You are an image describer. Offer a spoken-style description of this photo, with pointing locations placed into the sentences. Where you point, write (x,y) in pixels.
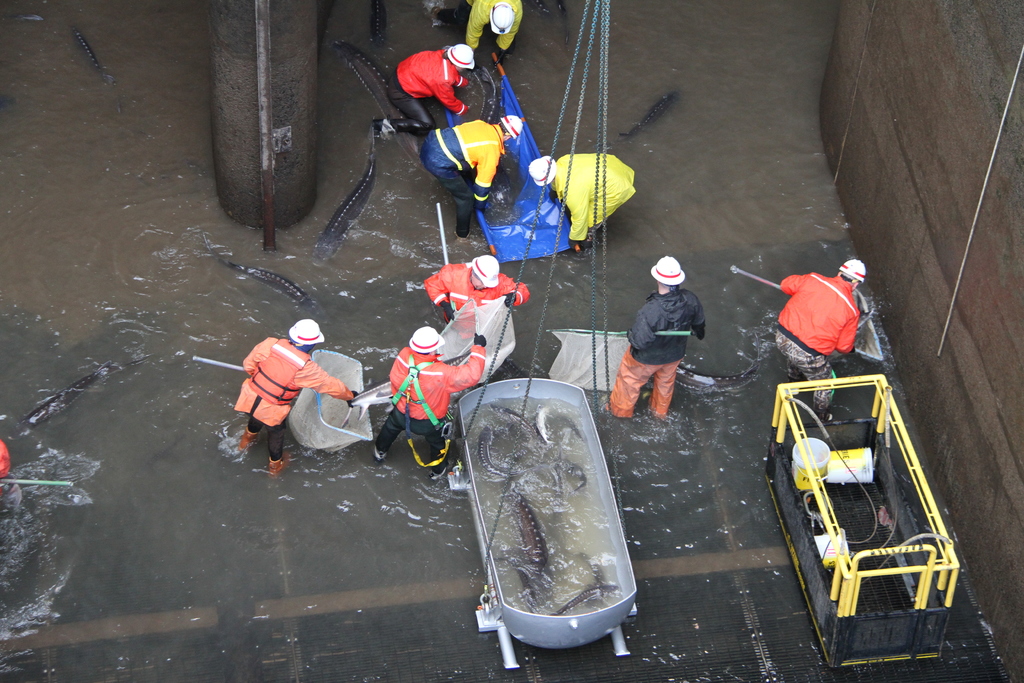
In this image I can see a group of people (289,372) are catching fishes (534,547) from the water (557,499) and machines (840,551), wall (986,450), metal rods (843,585), lifters (860,577) and nets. This image is taken may be in the water (390,535).
